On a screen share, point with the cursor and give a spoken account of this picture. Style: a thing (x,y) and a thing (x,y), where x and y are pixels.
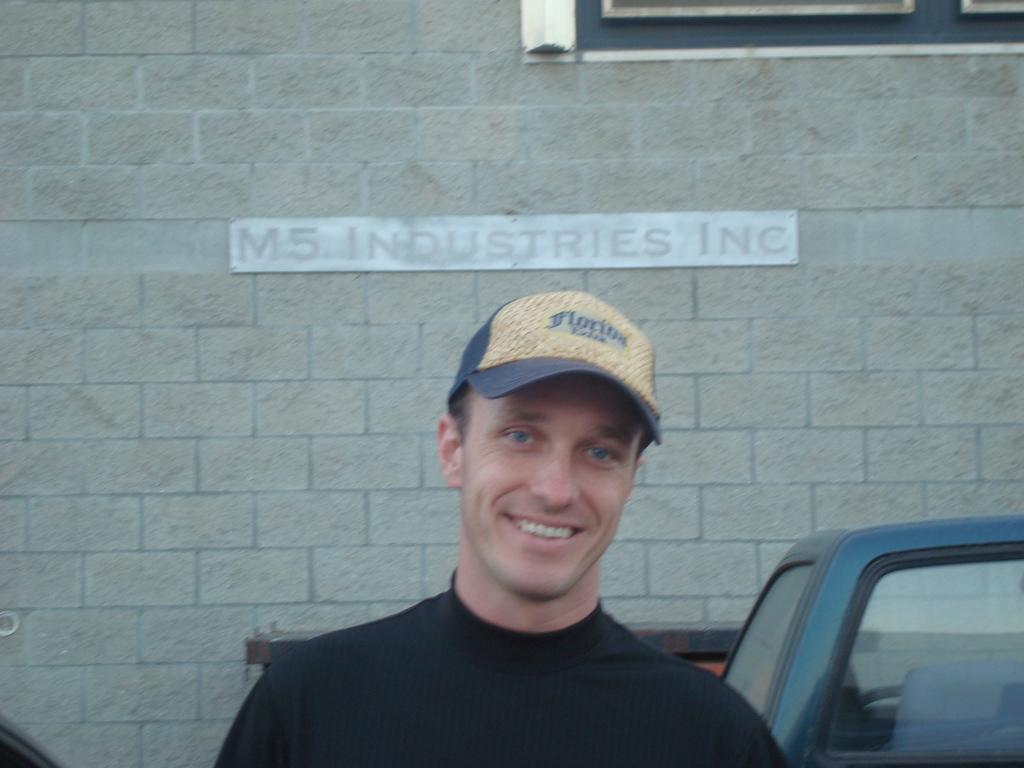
In the image we can see there is a person (542,455) standing and he is wearing a cap (505,358). There is a car (864,624) and there is a building (345,276) which is made up of bricks (313,420).
